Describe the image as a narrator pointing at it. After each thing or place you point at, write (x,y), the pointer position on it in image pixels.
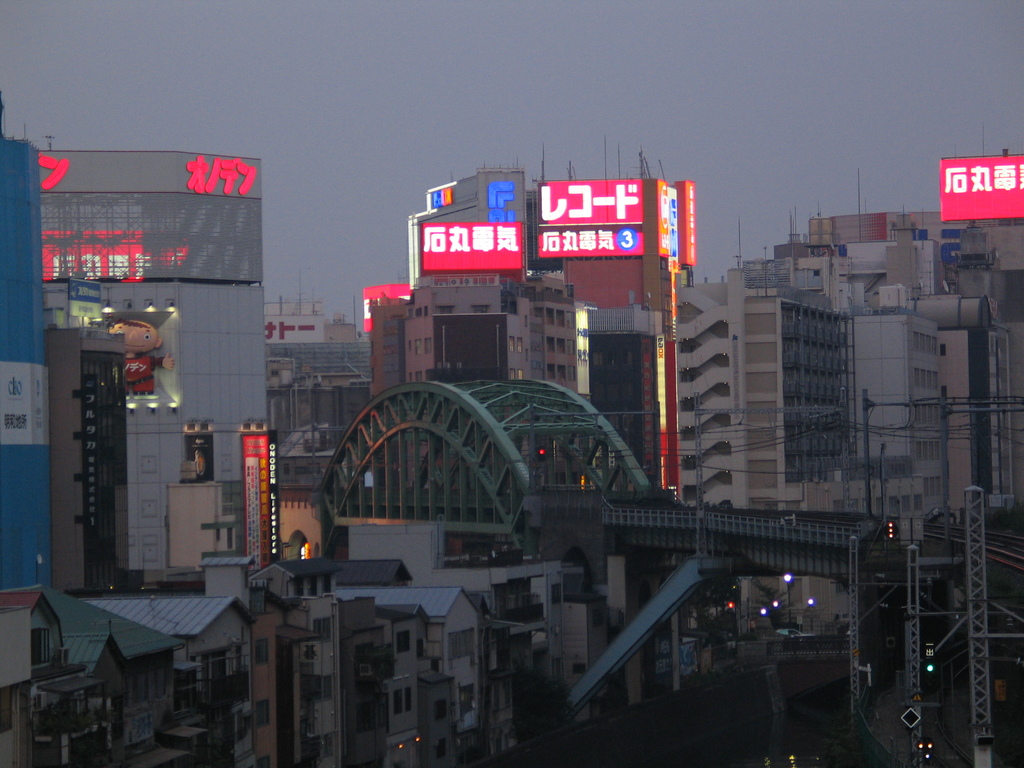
In this image I can see number of buildings (114,625), number of boards (27,431), few light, wires (971,410) and on these boards (512,240) I can see something is written.
